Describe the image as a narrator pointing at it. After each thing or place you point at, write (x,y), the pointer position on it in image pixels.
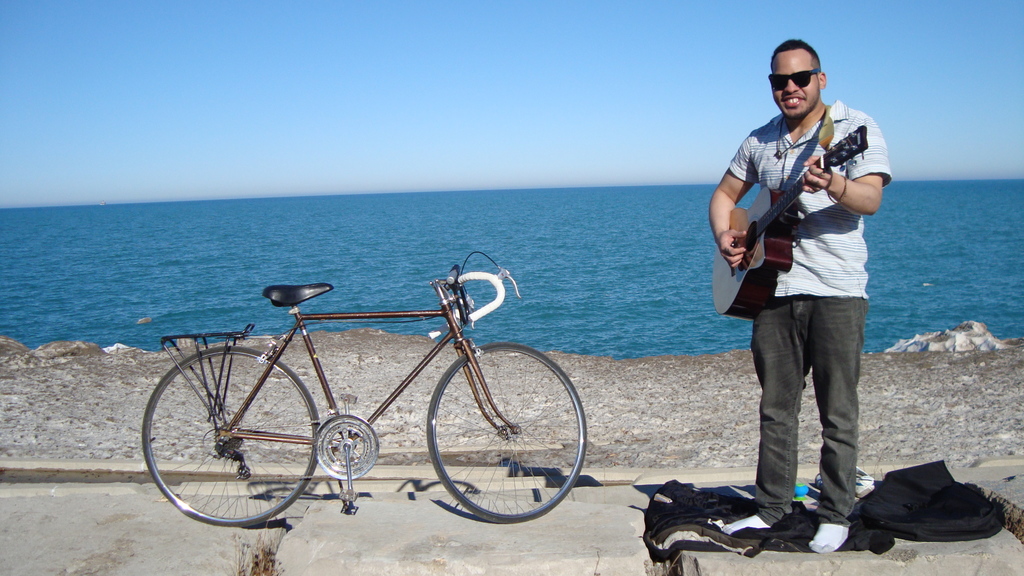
In this image i can see a man (801,116) standing and holding a guitar (718,309) in his hand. To the left of the image (145,435) i can see a bicycle (178,339). In the background (501,131) i can see sky (464,126) and water (538,252).
